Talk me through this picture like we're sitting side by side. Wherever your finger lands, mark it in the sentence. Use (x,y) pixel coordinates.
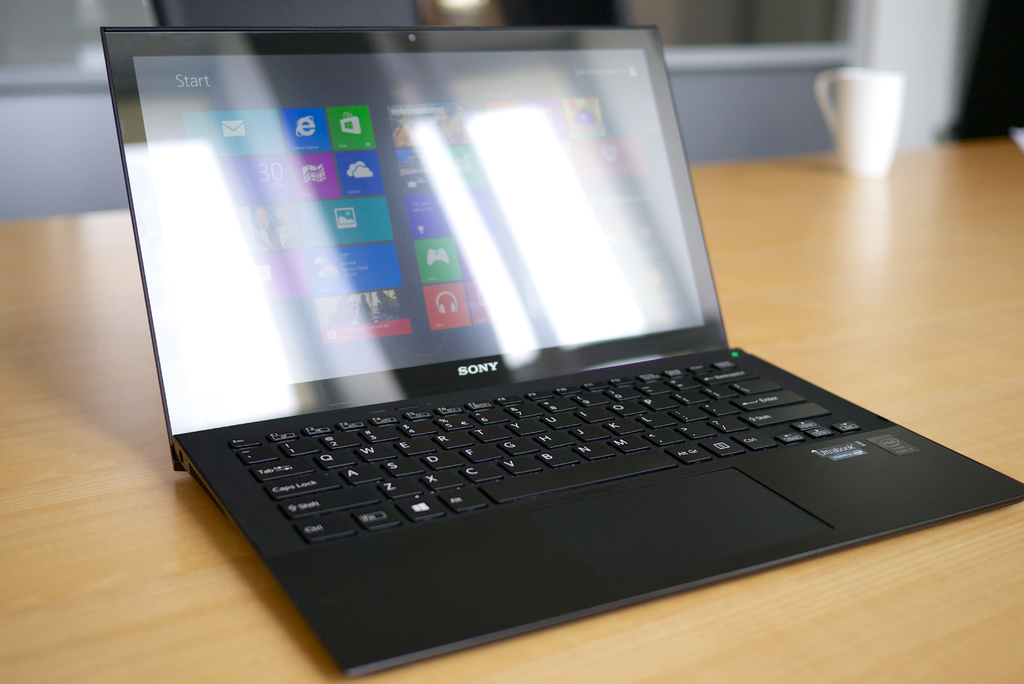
In this image we can see a laptop (543,361) and a cup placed on the table (170,616).
